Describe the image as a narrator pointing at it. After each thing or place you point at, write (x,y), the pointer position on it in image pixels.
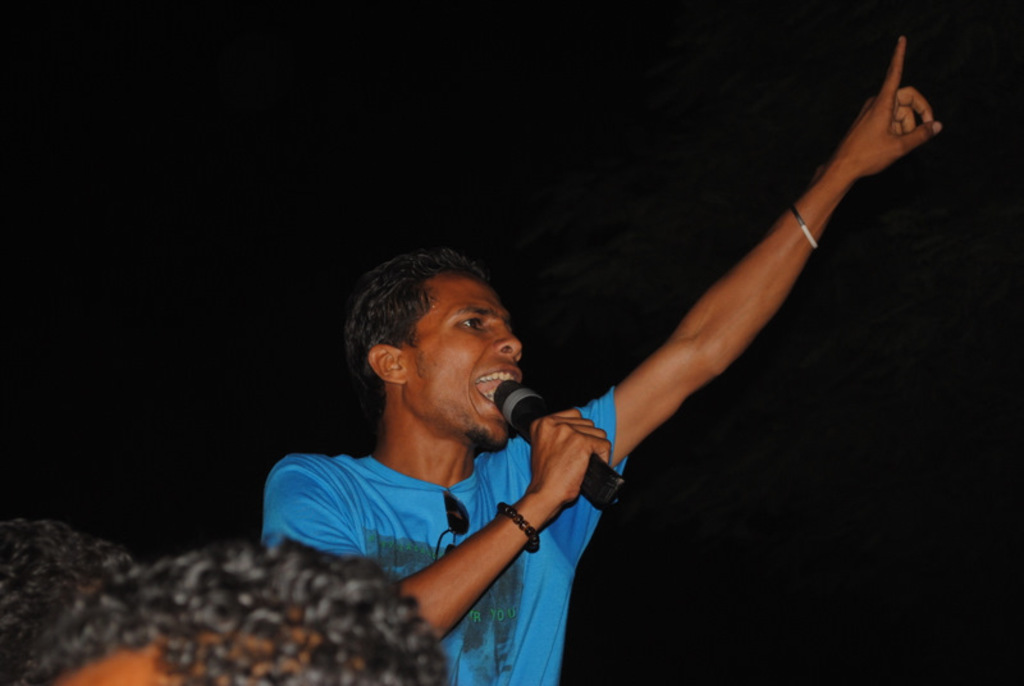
In the center of the image (499,430) we can see a person (486,577) is standing and he is holding a microphone (589,489). At the bottom left side of the image (117,627), we can see the heads (147,617) of persons (221,600). And we can see the dark background (91,371).
